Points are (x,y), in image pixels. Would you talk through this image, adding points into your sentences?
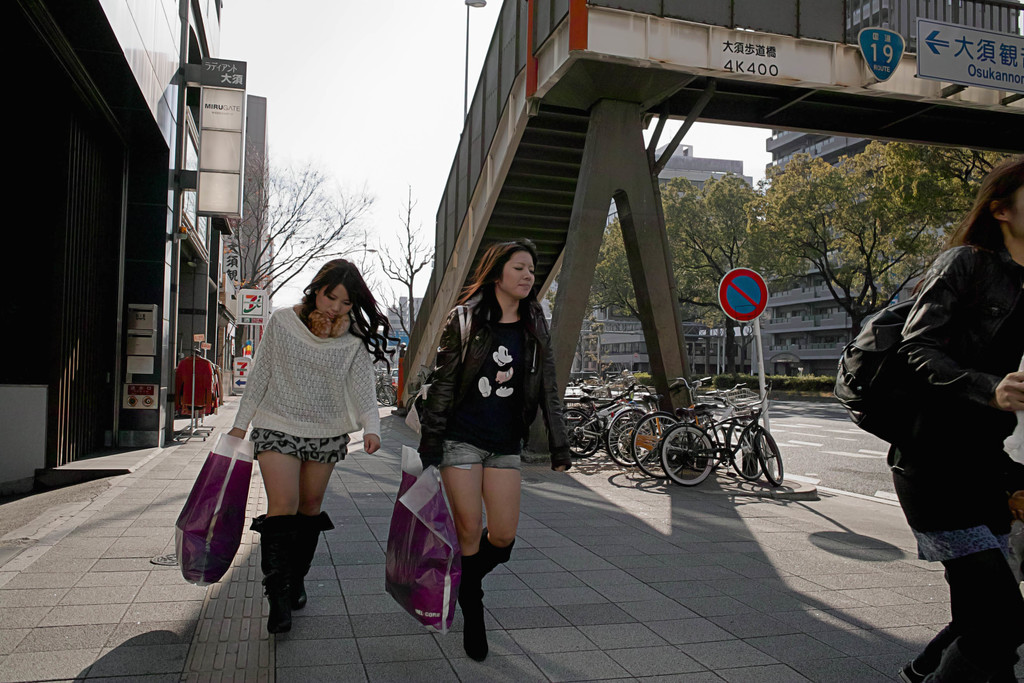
In this image we can see two women (321,528) are walking and they are holding plastic bags (448,628) with their hands (424,454). Here we can bicycles (660,411), poles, boards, plants (651,382), road (769,419), trees (678,239), clothes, and buildings (167,275). On the right side of the image (914,406) we can see a woman (1018,380) who is truncated and she wore a bag (843,377). In the background (401,215) there is sky (341,9).
